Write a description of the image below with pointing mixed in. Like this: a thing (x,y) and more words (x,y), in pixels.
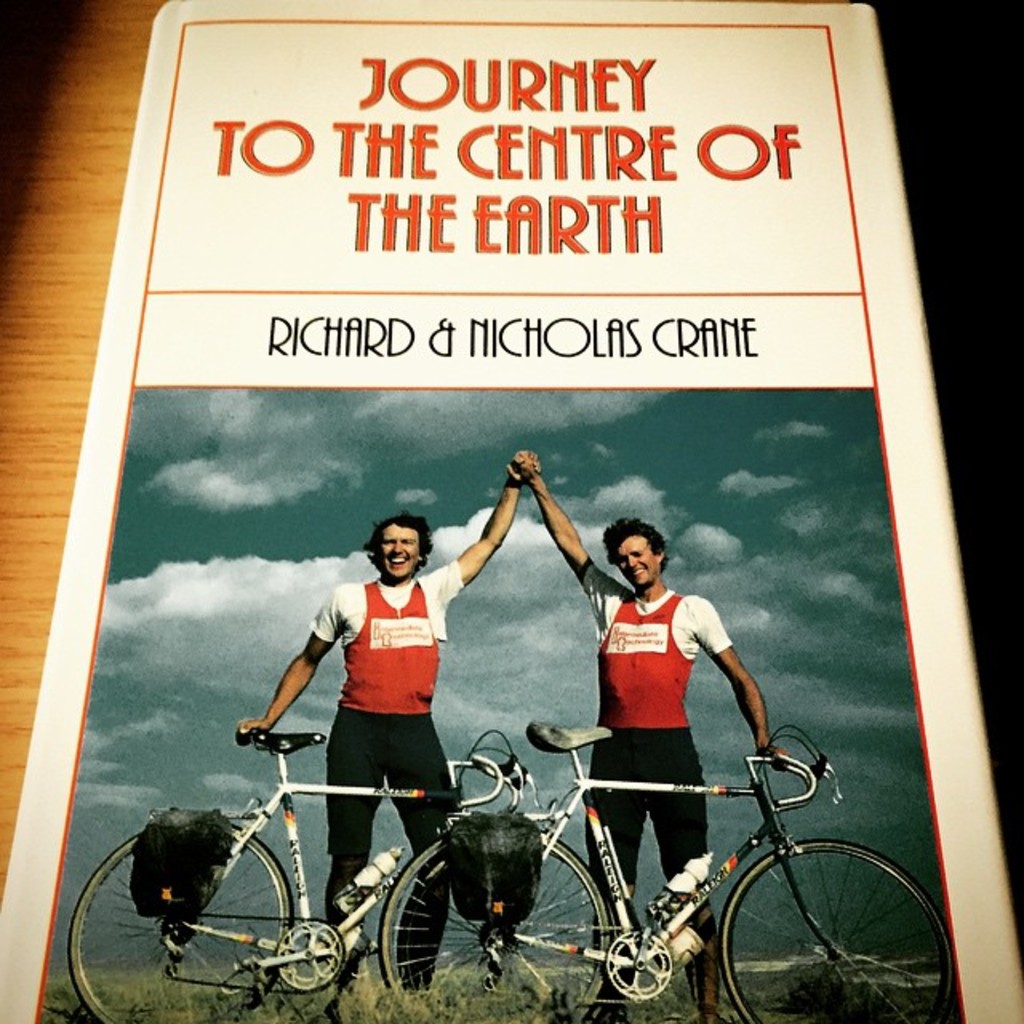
In this image there is a book (840,96), on that book (364,661) there is some text (499,323) below that there are two persons (402,705) holding bicycle (298,743) with their hands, in the background (274,685) there is a sky (822,823), on the left (24,485) there is wood surface (96,281).
